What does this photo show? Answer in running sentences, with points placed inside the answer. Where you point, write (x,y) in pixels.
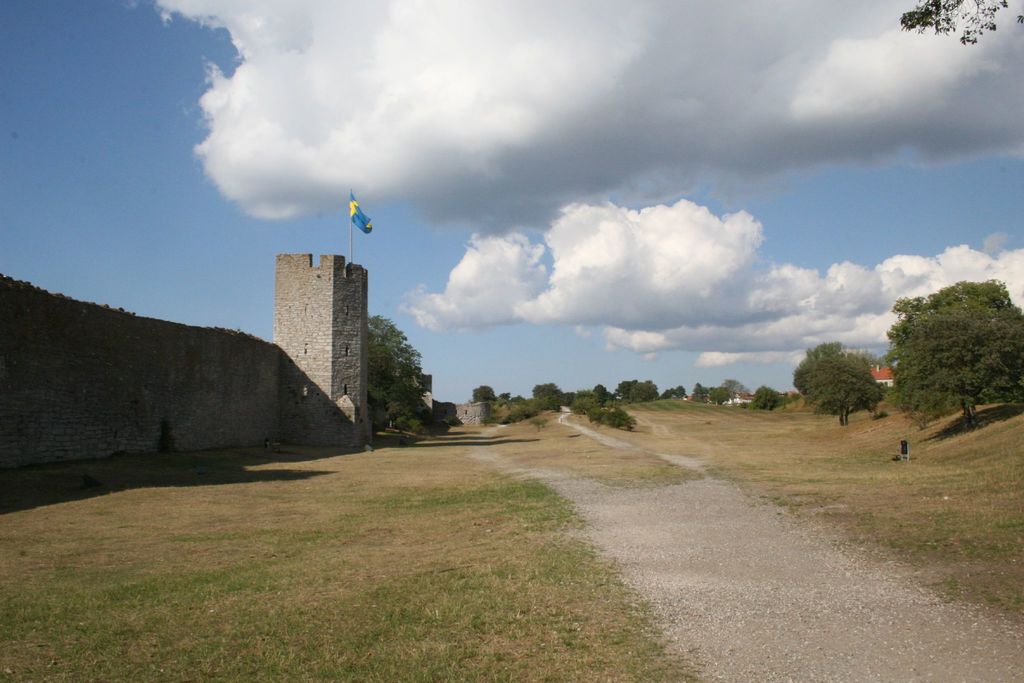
In this image I can see an open grass ground (766,451) and on it I can see number of trees (641,399). On the both sides of the image I can see few buildings (354,349) and on the left side of the image (333,256) I can see a flag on the building (340,269). On the top side of the image (528,115) I can see clouds (437,186) and the sky (883,206). On the top right side of the image (911,29) I can see leaves (971,42) of a tree (971,42) and I can also see shadows (271,454) on the ground (532,500).
